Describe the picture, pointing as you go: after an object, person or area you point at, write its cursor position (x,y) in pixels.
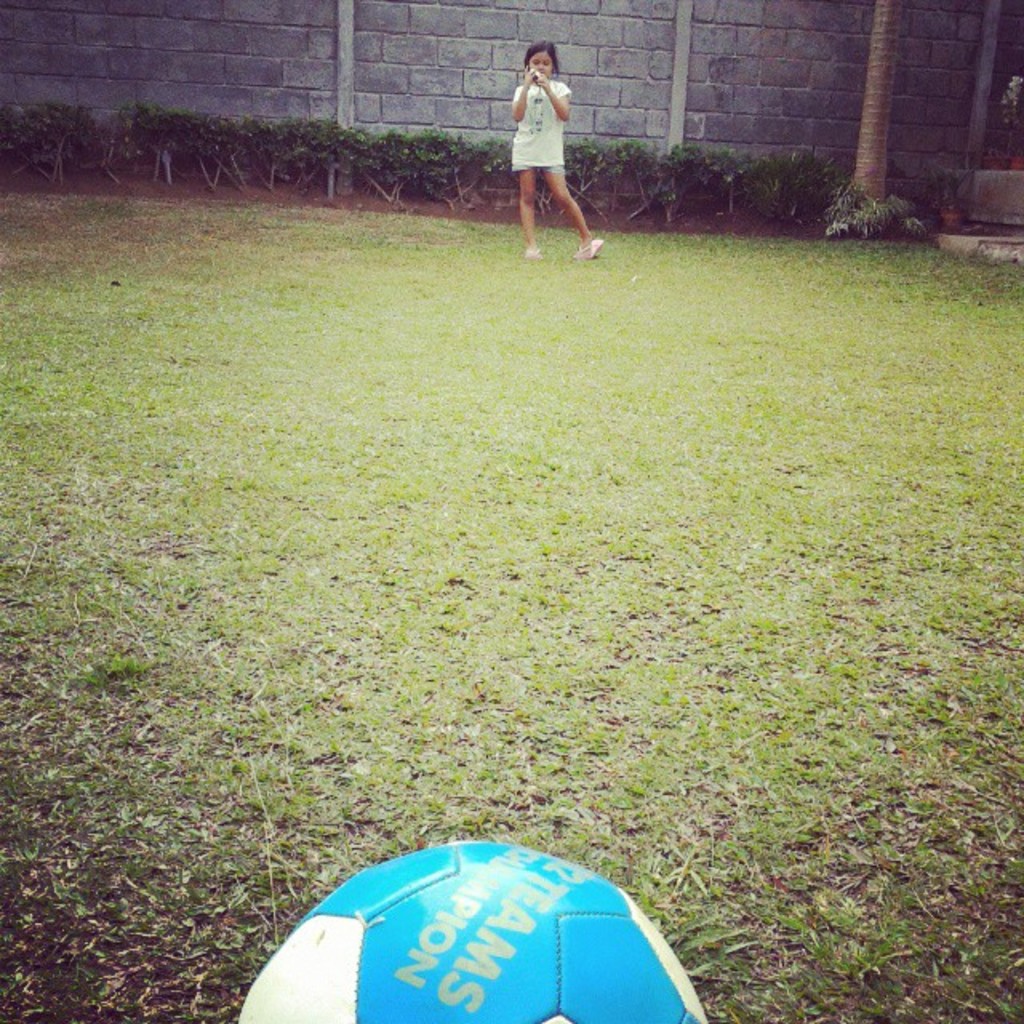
In the image in the center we can see one girl (584,260) standing and she is holding some object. In the bottom of the image (534,971) we can see one blue and white color ball (441,896). In the background (396,65) there is a wall (900,122), tree (875,140), grass (541,432) and plants (117,165).
